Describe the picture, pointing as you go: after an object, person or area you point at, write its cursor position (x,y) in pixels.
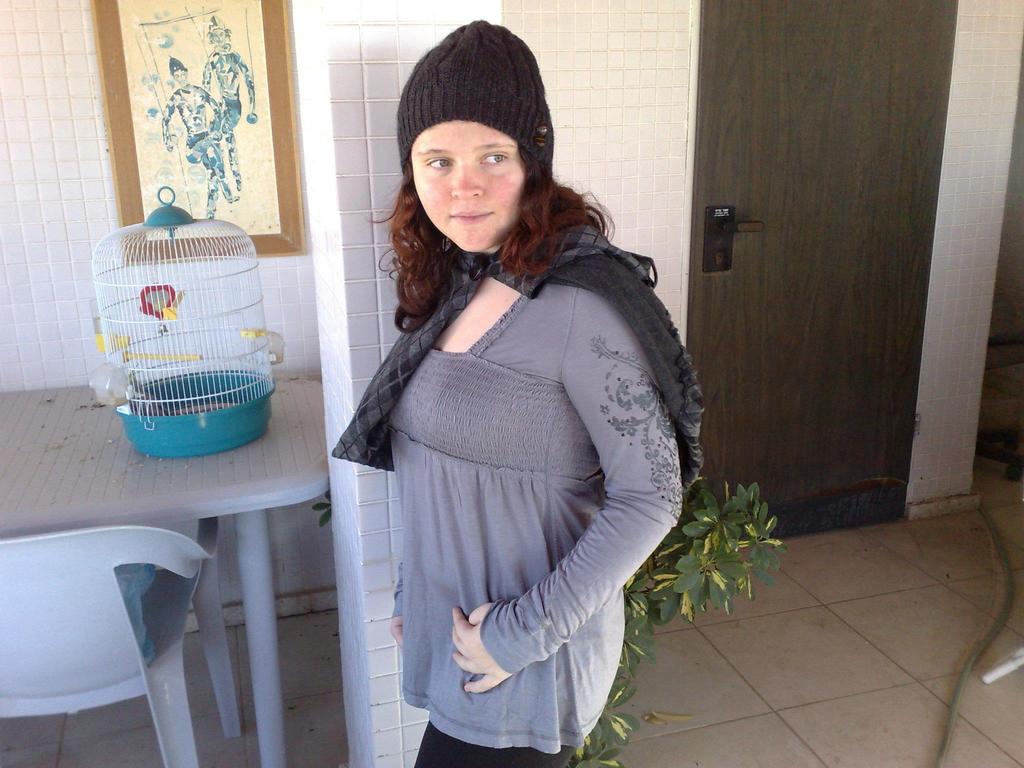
In this picture I can see there is a woman (580,232) standing here and there is a cage (239,368) here on the table (10,494) and there is a door (799,154), wall (634,125) in the backdrop (625,129).
